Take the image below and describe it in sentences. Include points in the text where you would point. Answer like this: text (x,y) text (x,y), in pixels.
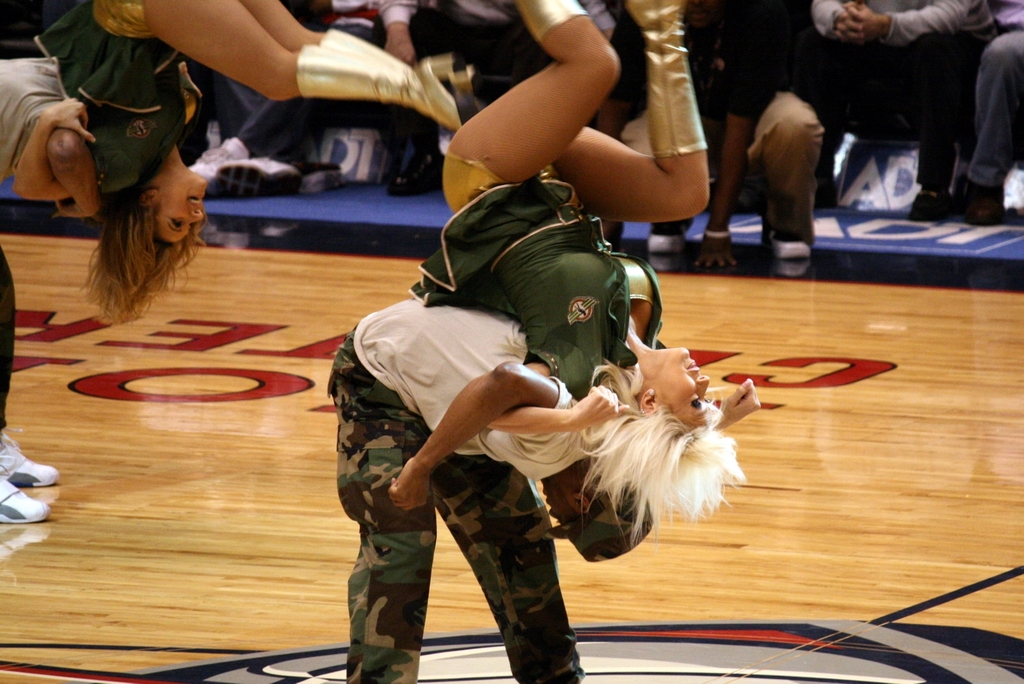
In the image in the center (503,382), we can see a few people (560,295) are performing and they are in different costumes (131,89). In the background (1022,70), we can see the banners (345,140) and few people (984,175) are sitting.
